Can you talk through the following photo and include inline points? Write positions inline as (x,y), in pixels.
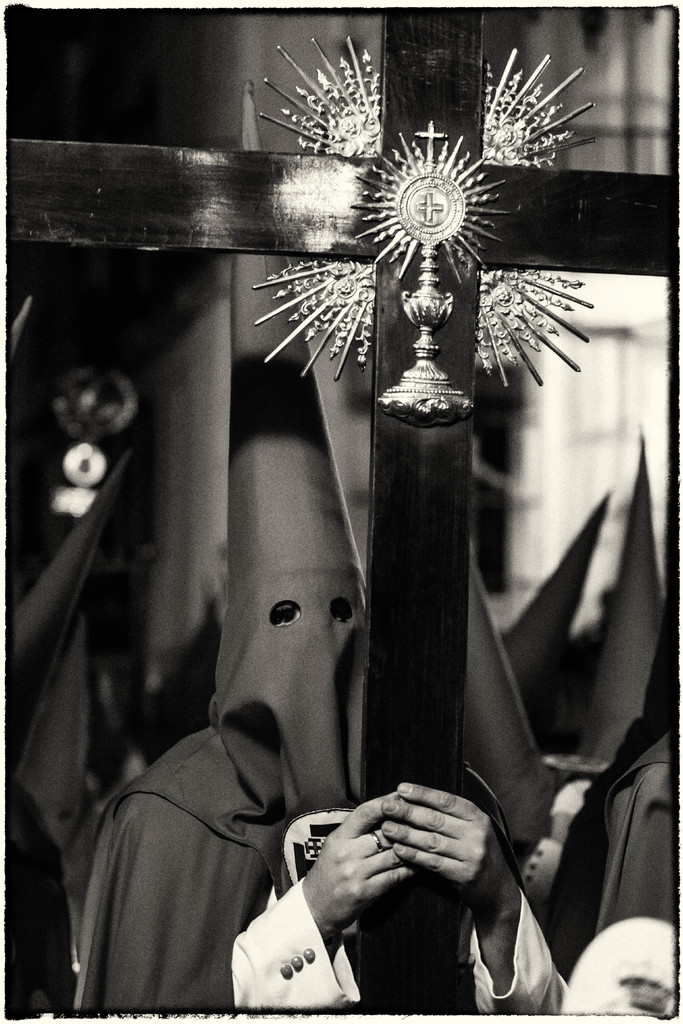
In this image we can see a few people (360,814), some of them are wearing masks (282,711), one of them is holding a cross symbol (408,457), there is a house (152,472), and the background (147,484) is blurred, also the picture is taken in black and white mode.
